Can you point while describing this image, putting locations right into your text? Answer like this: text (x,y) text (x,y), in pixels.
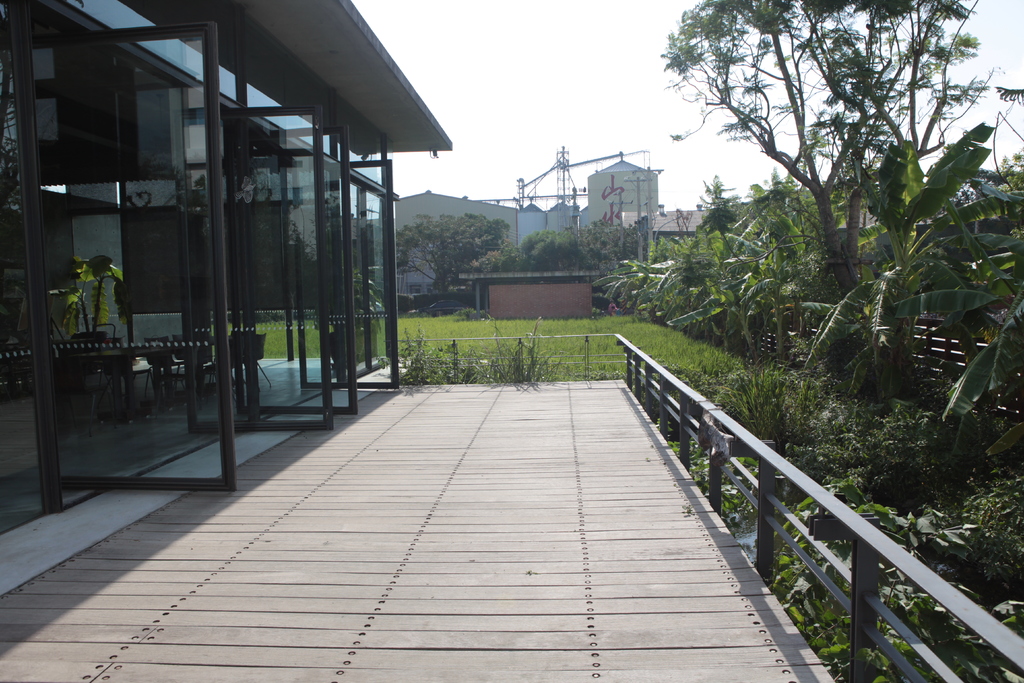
These are the trees (766,243) and plants (799,429). This looks like a wooden fence (927,355). I think this is a house (205,312) with the glass doors (329,317). I can see the chairs (171,344). This looks like a factory (598,186). I think this is the grass (625,322).
